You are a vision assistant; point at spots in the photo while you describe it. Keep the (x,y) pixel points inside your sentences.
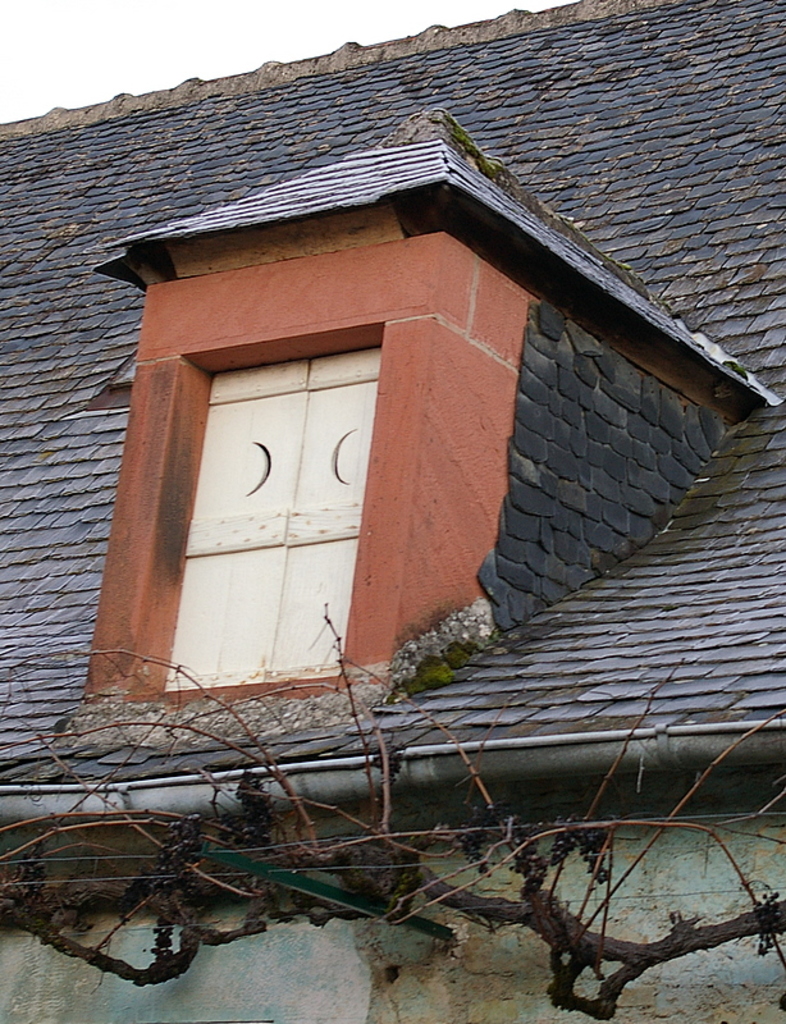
In this image we can see roof (29,597), window doors (286,489), wall (45,989) and at the bottom (275,913) we can see sticks (338,846) and at the top (260,55) we can see the sky (87,21).
